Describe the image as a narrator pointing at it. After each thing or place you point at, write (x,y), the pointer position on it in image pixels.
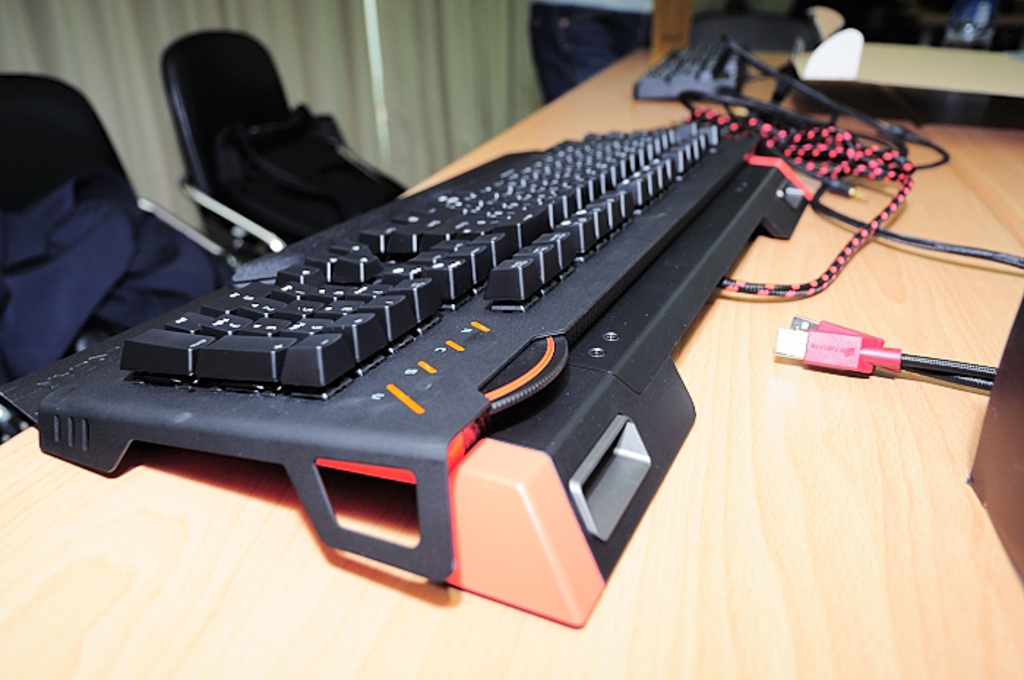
In this image I see a keyboard (266,265), few wires (858,249) and 2 chairs (4,94) over here.
